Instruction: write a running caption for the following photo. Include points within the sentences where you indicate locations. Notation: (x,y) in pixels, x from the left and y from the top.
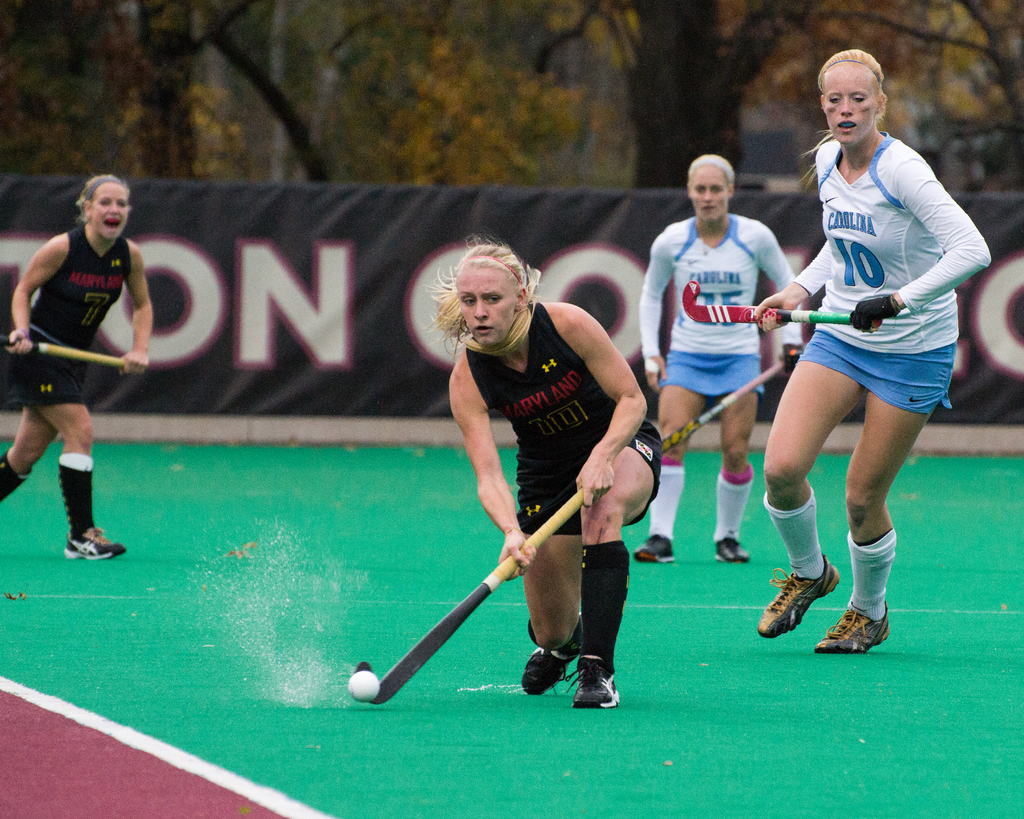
In the center of the image (503,389) we can see a lady (566,642) playing hockey. In the background (745,329) we can see three ladies (731,328) standing and holding hockey bats (695,429) in their hands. In the background (400,317) there is a banner (416,230) and trees (480,91).
